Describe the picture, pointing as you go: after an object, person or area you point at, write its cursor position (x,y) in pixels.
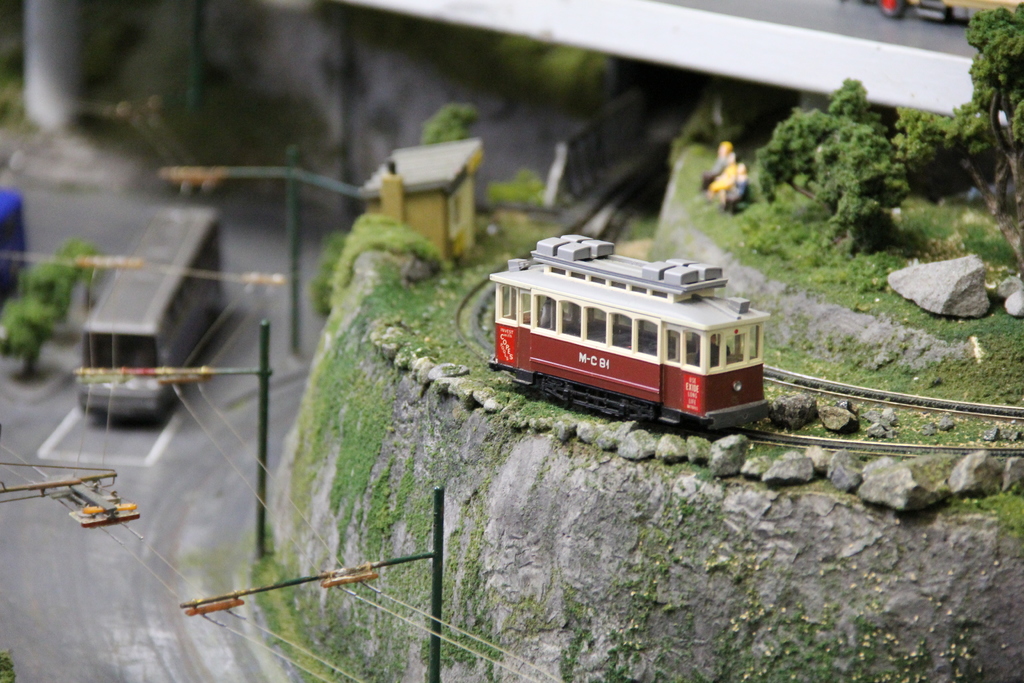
This is a model (370,431). On the right side (806,494) there is a wall (391,429) with rocks (925,484). On that there are railway tracks (873,399). On the track (773,435) there is a small train (603,337). Also there are trees (809,157). On the left side (215,112) it is looking blurred. There are poles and wires (103,258). Also there is a vehicle (113,307).
